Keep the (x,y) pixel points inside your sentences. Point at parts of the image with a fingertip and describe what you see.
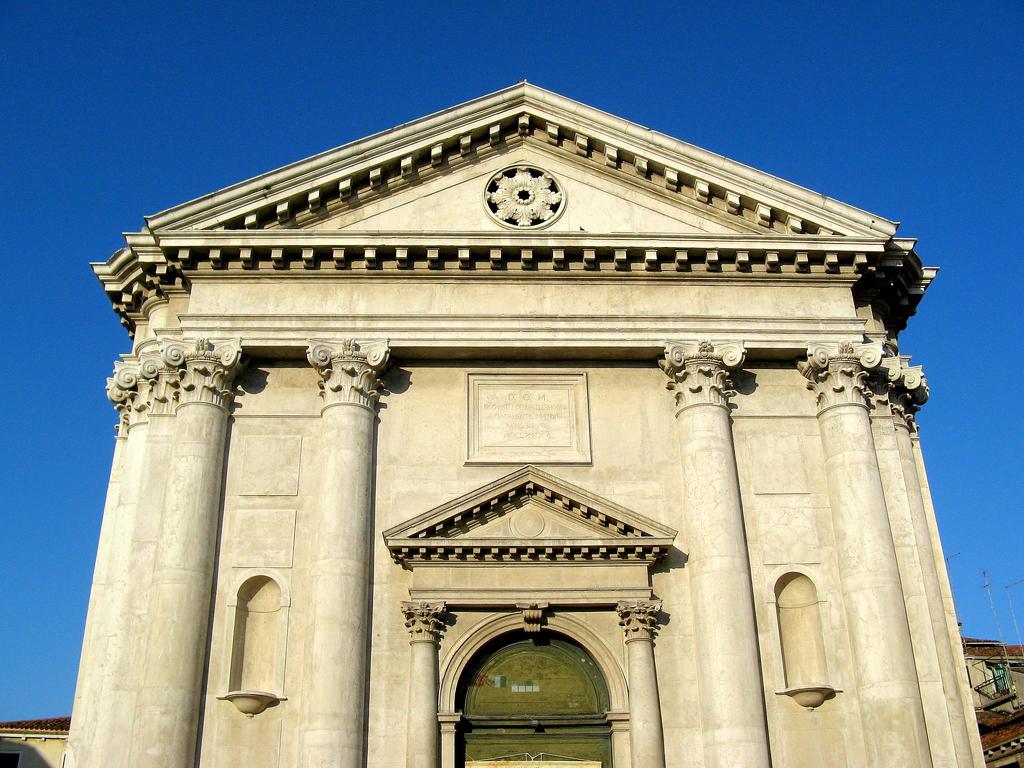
In this image I can see a building (647,443) and the green colored entrance (540,707). In the background (19,751) I can see few other buildings (58,721), few antennas (988,593) and the sky (702,101).
